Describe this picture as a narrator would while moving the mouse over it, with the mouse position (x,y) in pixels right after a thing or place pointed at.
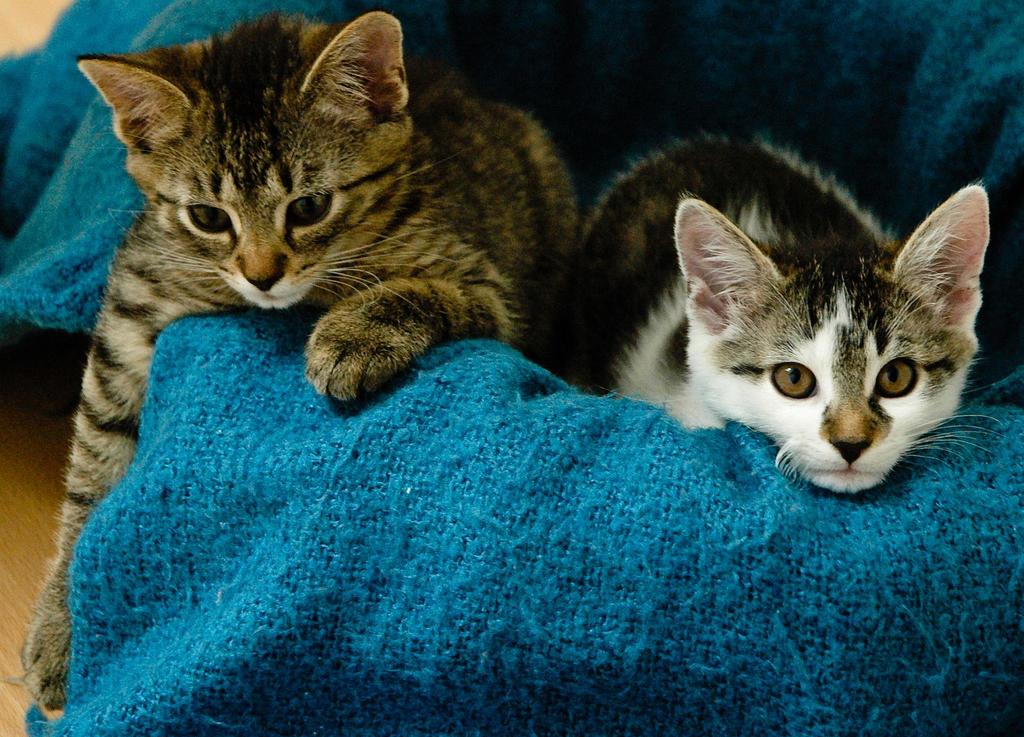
In the center of the image (371,297) two cats (546,298) are present. In the background of the image (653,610) cloth (466,548) is there. At the bottom of the image (12,543) floor (25,552) is present.
